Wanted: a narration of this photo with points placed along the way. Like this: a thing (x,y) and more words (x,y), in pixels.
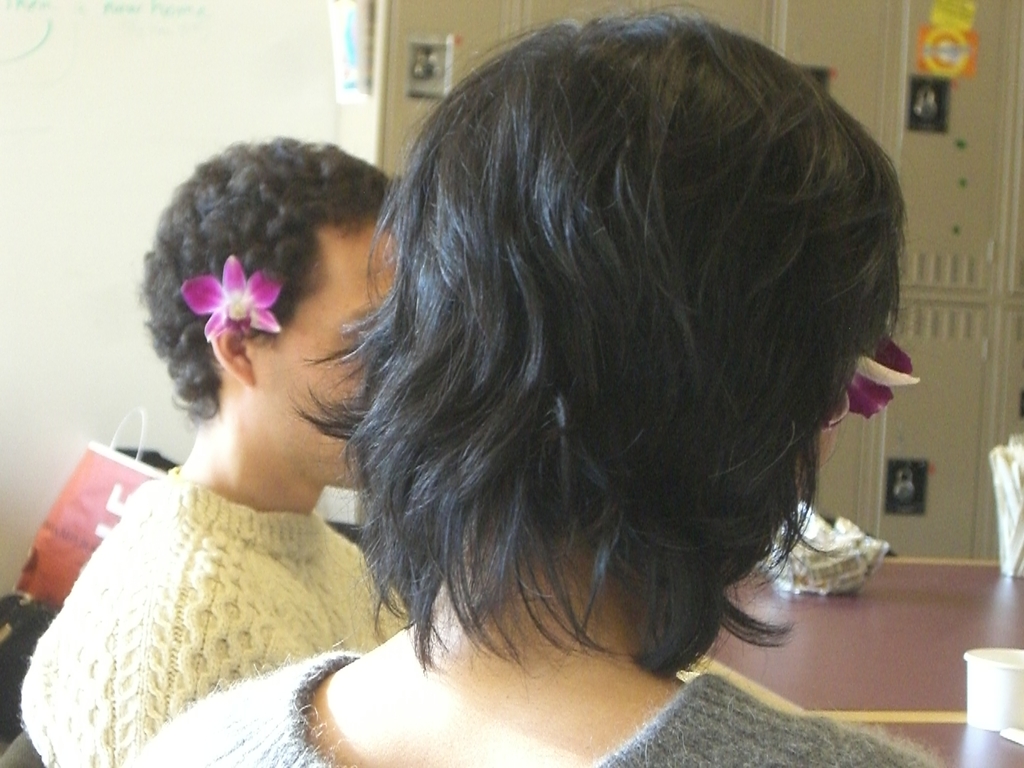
In this image in front there are two persons (730,632) and in front of them there is a table (895,677). On top of the table (947,714) there is a cup (983,659) and a few other objects (1005,507). In the background of the image (828,48) there is a locker (491,45). Behind the locker (391,50) there's a wall (107,278). In front of the wall (118,269) there are bags (62,577).
